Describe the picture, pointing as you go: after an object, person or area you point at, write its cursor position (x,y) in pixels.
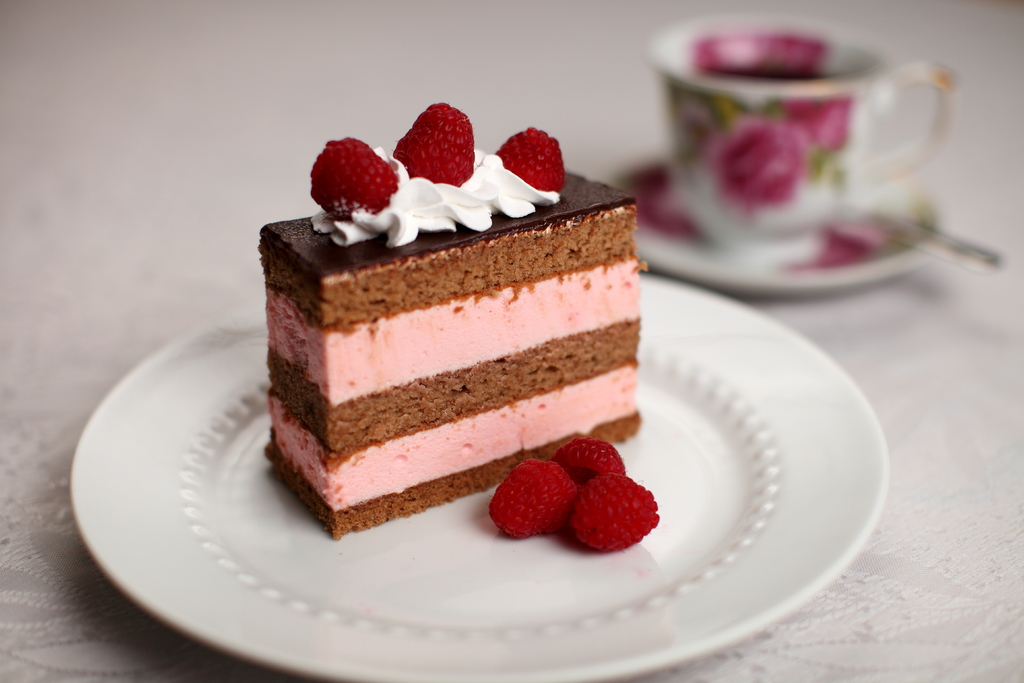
There are three red color raspberries (504,154) arranged on the chocolate cake (448,276), which is on the white color plate (729,461) along with other three red color raspberries (622,491) arranged. This white color plate (788,527) is on the table (963,548), which is covered with white color cloth (971,374), on which, there is a cup (779,209) and a spoon (902,216) on the saucer (842,245).
